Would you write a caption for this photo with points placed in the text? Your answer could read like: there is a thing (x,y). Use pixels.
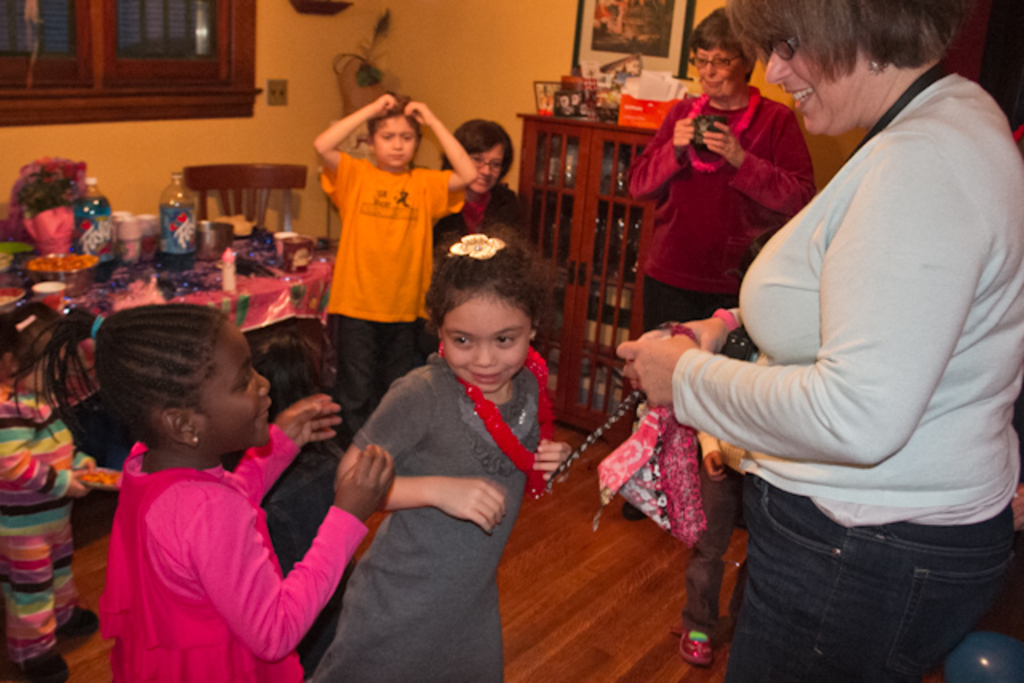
On this table (238,309) there are containers (207,233), bottles (188,230) and things (56,272). Beside this table (133,272) there is a chair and window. In this rack (582,174) there are things (629,66). Picture (592,40) is on the wall (535,42). Here we can see people (699,183). This woman (707,165) is holding a camera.
